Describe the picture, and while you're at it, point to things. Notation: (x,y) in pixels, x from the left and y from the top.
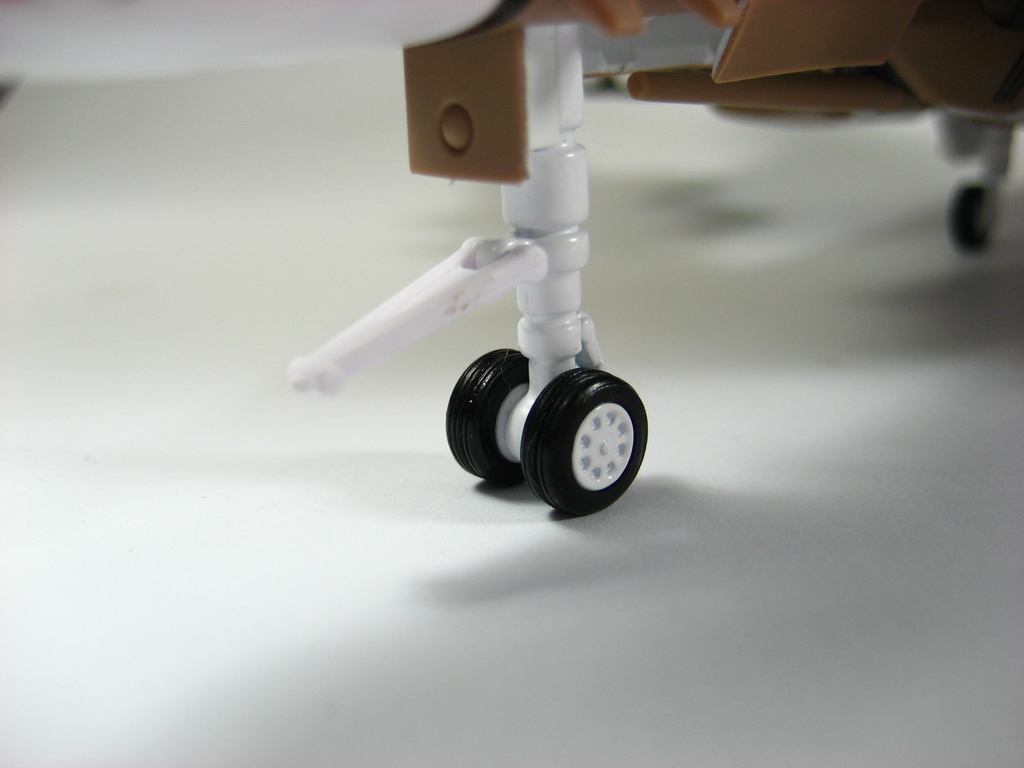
In this image we can see a rod (583,199) and wheels (623,383) on the floor (716,538).
